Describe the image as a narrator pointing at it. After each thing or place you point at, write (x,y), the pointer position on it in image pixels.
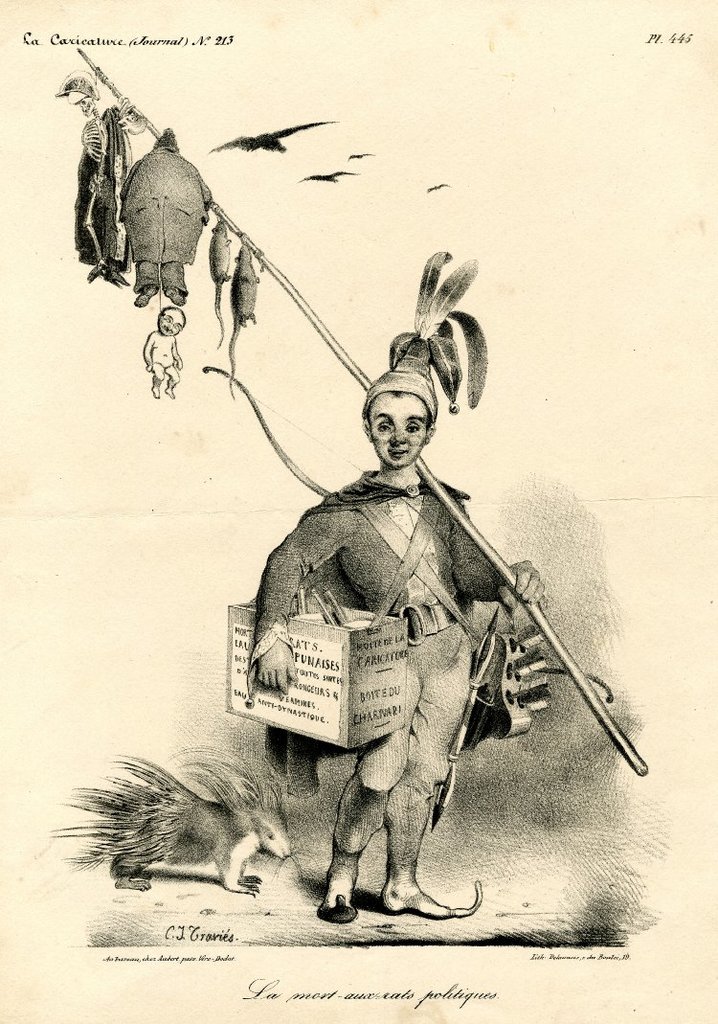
This is a drawing. A boy (342,822) is holding a box (233,669) and a stick (112,87) on which a skeleton (98,240), rats (245,292) and a man (154,253) is hanging. There are birds (247,146) flying. There is an animal (189,834) at the left (192,847).
